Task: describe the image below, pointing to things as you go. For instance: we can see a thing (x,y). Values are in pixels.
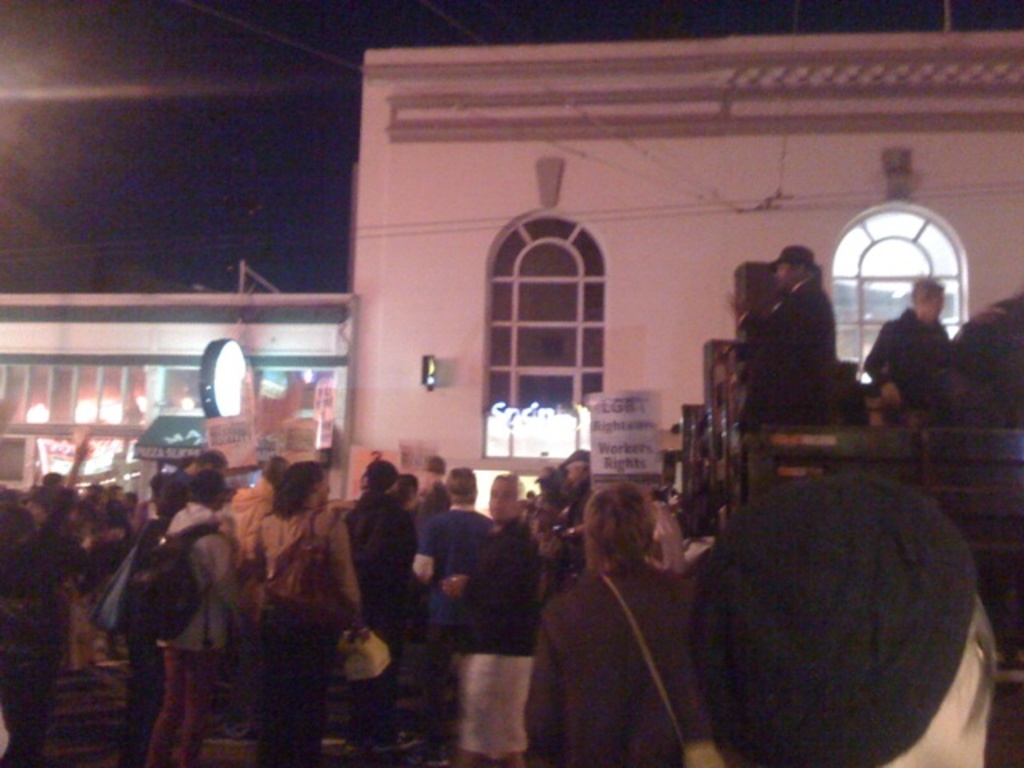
In this picture I can see group of people (493,610) standing and holding the placards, and in the background (415,322) there are houses (278,380) and boards (219,400).
